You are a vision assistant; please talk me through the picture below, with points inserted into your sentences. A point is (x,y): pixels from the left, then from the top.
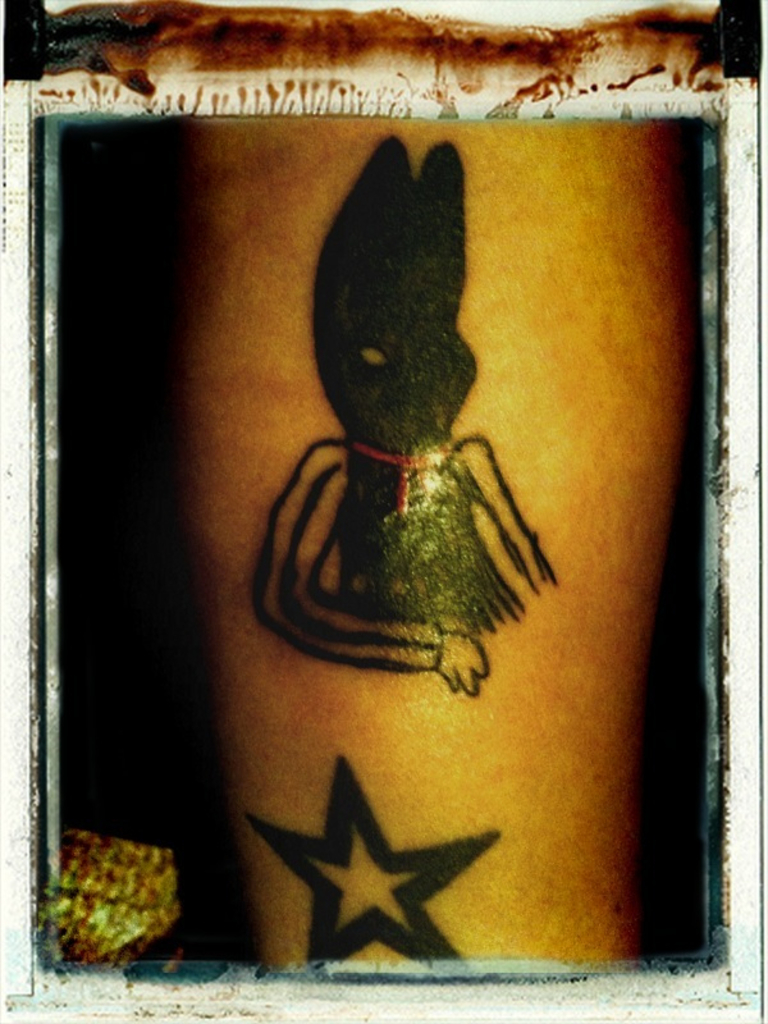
In the center of the image (256,445) there is a person's hand (634,868) on which there are two tattoos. This image is a edited image it has borders (700,118).
